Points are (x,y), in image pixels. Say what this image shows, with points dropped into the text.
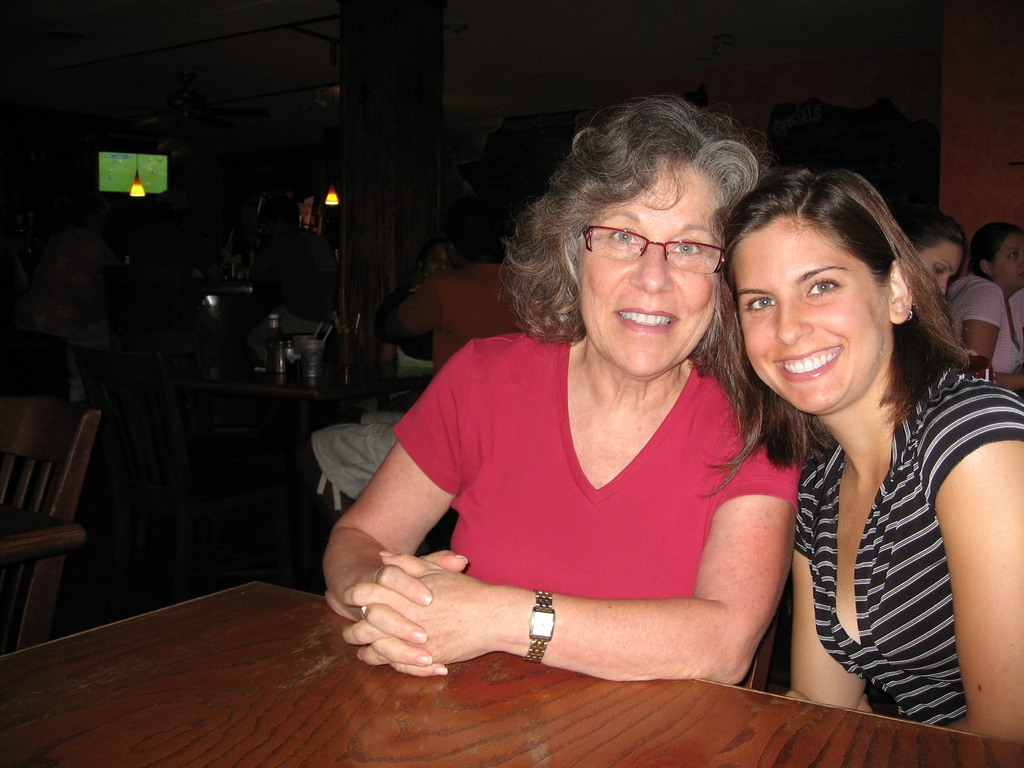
This is the picture of 2 women (737,602) sitting in the chair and smiling and in the back ground (392,356) we have lamp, chair (167,396), table (277,378) and some group of persons (1005,255) sitting.
